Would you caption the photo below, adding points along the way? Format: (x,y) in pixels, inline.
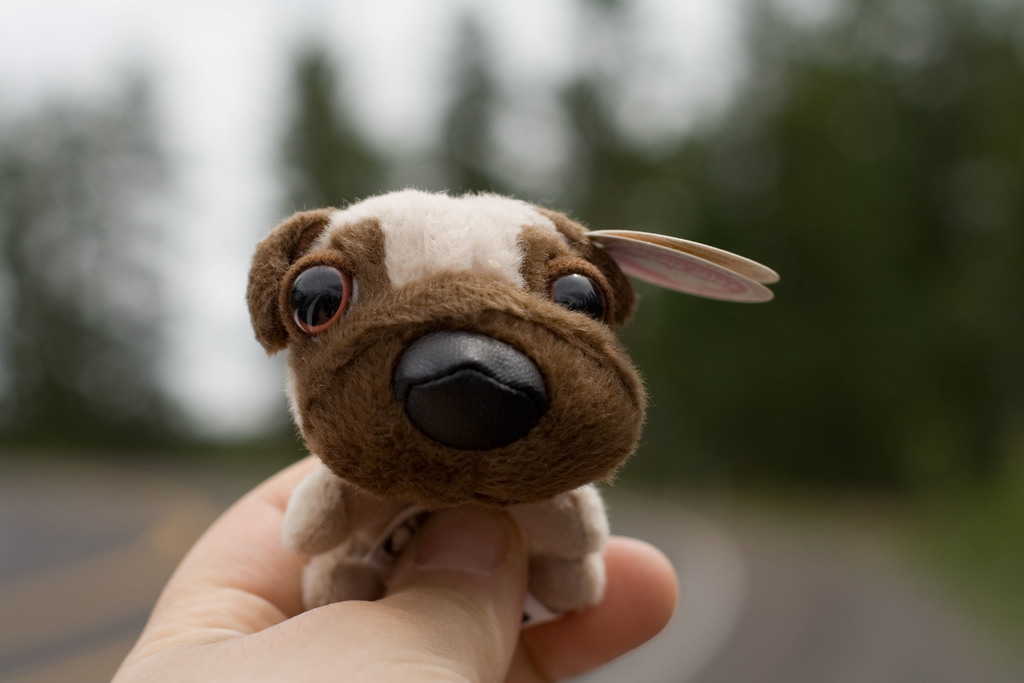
In this image, there is a hand (461,627) holding a doll (394,498) on the blur background.
